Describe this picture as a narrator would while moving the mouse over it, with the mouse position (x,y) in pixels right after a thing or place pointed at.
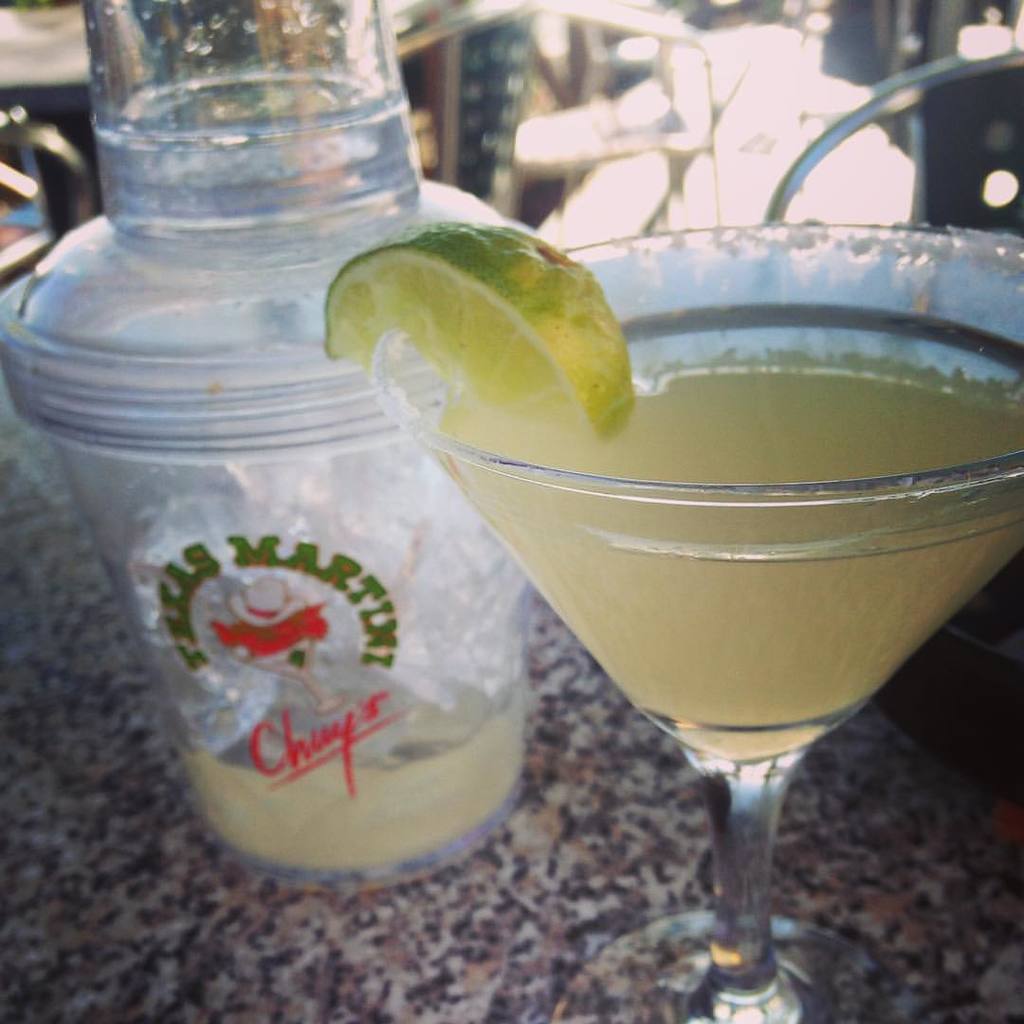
In this image I can see a bottle (425,525) and a glass (803,343) with full of drink (853,462) in it.
